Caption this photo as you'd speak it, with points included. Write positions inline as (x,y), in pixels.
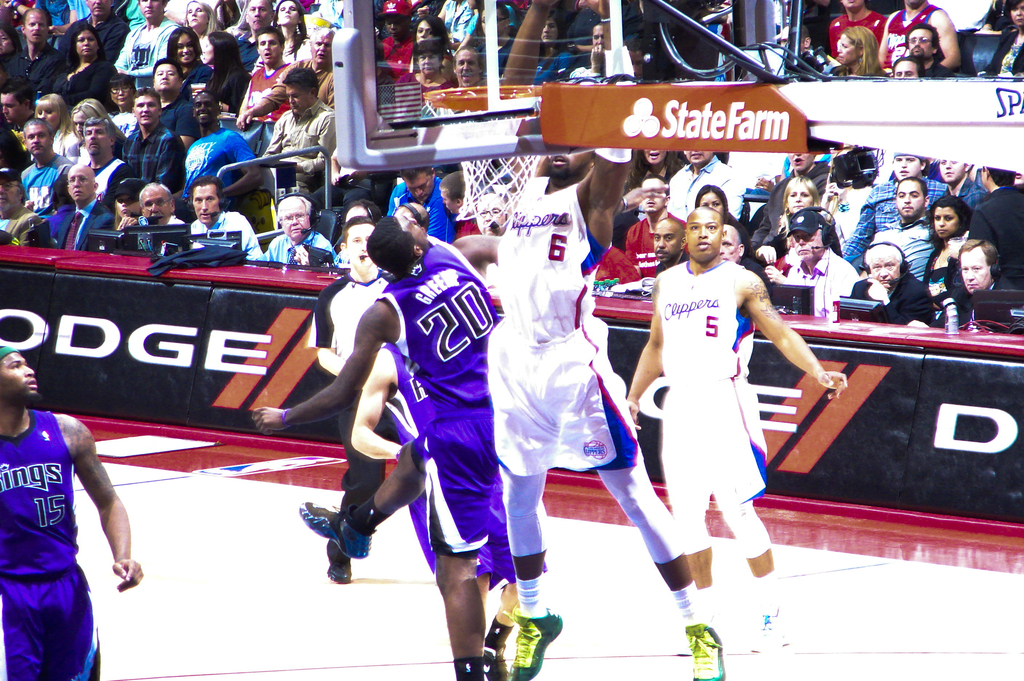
In the picture i can see some persons (600,455) wearing blue and white color sports dress (505,311) playing basket ball and in the background of the picture (318,244) there are some persons (80,227) sitting on chairs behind table (264,376) on which there are some computers (1000,316), microphones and some other things (954,317).
